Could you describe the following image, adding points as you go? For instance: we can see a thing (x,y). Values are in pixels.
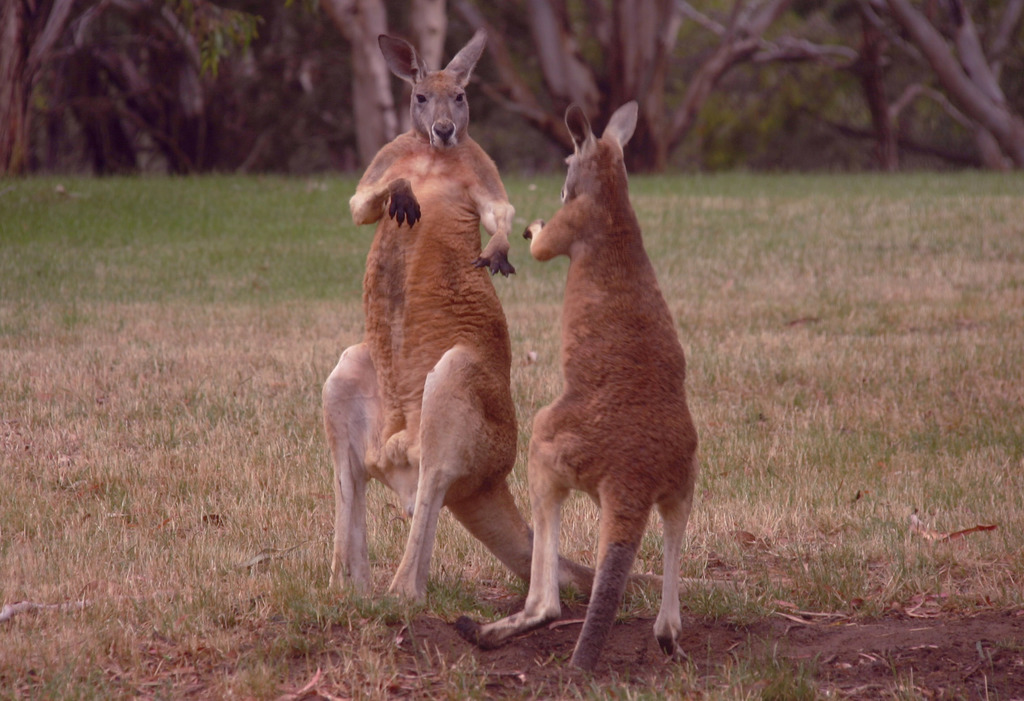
In this picture we can observe two kangaroos (416,370) on the ground (262,457). They are in brown color. We can observe some grass (263,273) on the ground (263,273). In the background (372,83) there are trees (509,96).
